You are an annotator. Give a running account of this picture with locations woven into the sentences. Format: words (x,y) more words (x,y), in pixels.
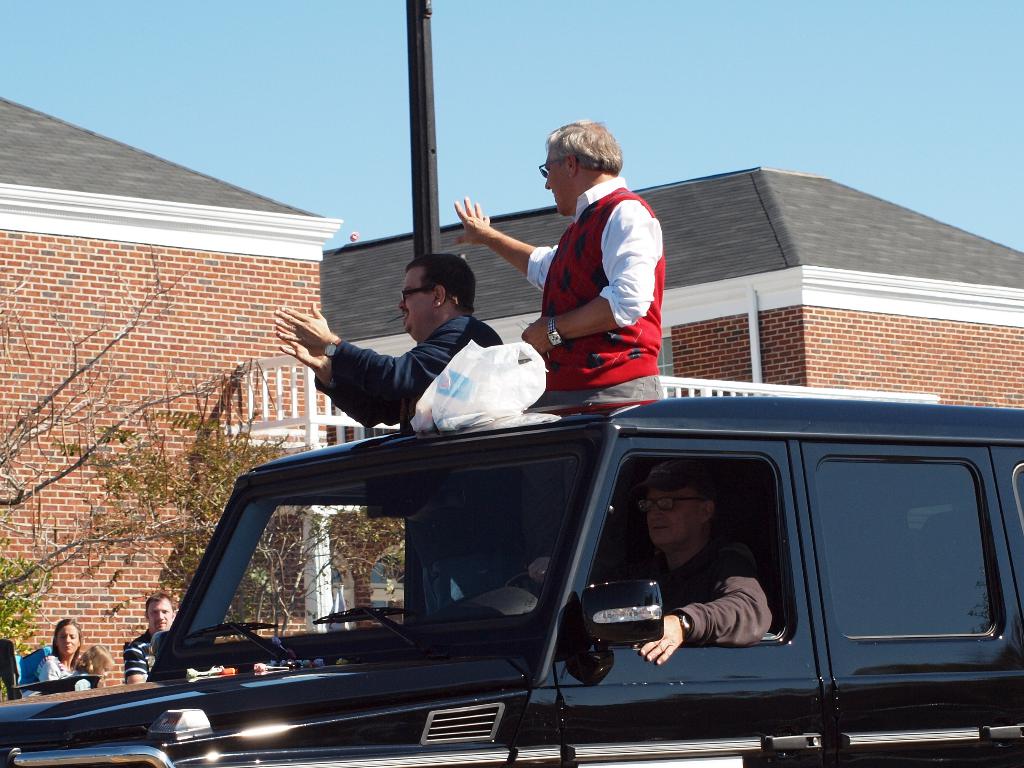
This person (684,516) is sitting in this black car (558,475). This 2 persons (578,313) are standing in this black car (386,480). Above this black car (493,452) there is a cover (451,373). This are 2 house (340,278) with roof top (727,277). This house's walls (127,284) are made with brick (164,276). Sky (527,127) is in blue color. Pole (435,236) is in black color. This are trees (201,458). Far this persons (168,625) are standing.
